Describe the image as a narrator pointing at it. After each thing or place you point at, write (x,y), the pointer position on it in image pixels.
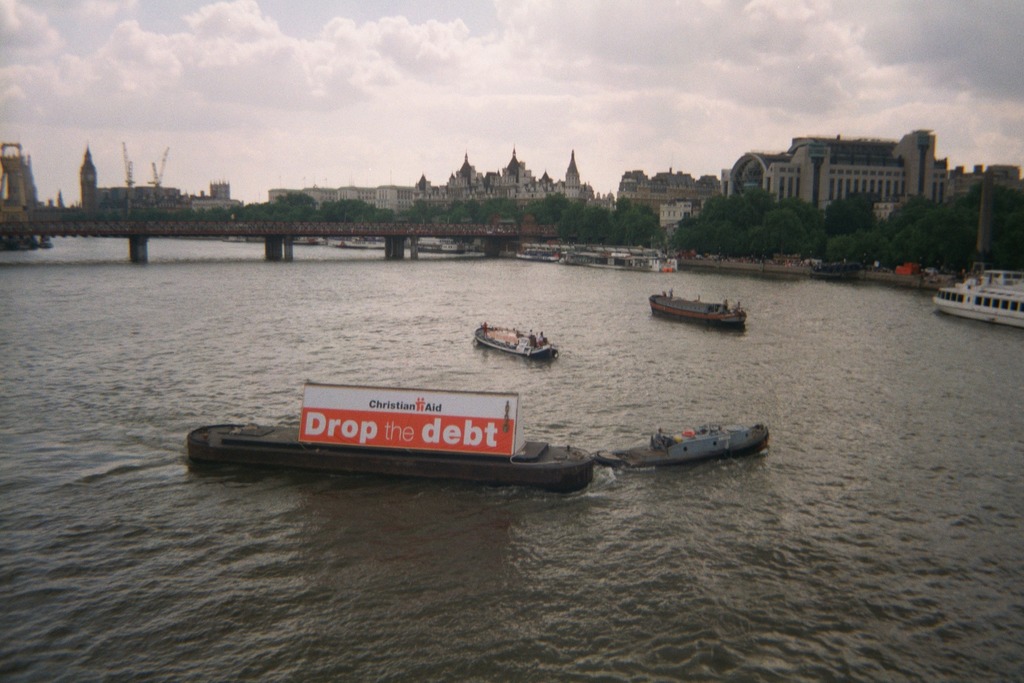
In this image I can see few buildings (791,192), trees (755,210), bridge (502,236) and few boats (996,290) and ships (518,471) on the water (816,551). The sky (574,131) is in blue and white color.
